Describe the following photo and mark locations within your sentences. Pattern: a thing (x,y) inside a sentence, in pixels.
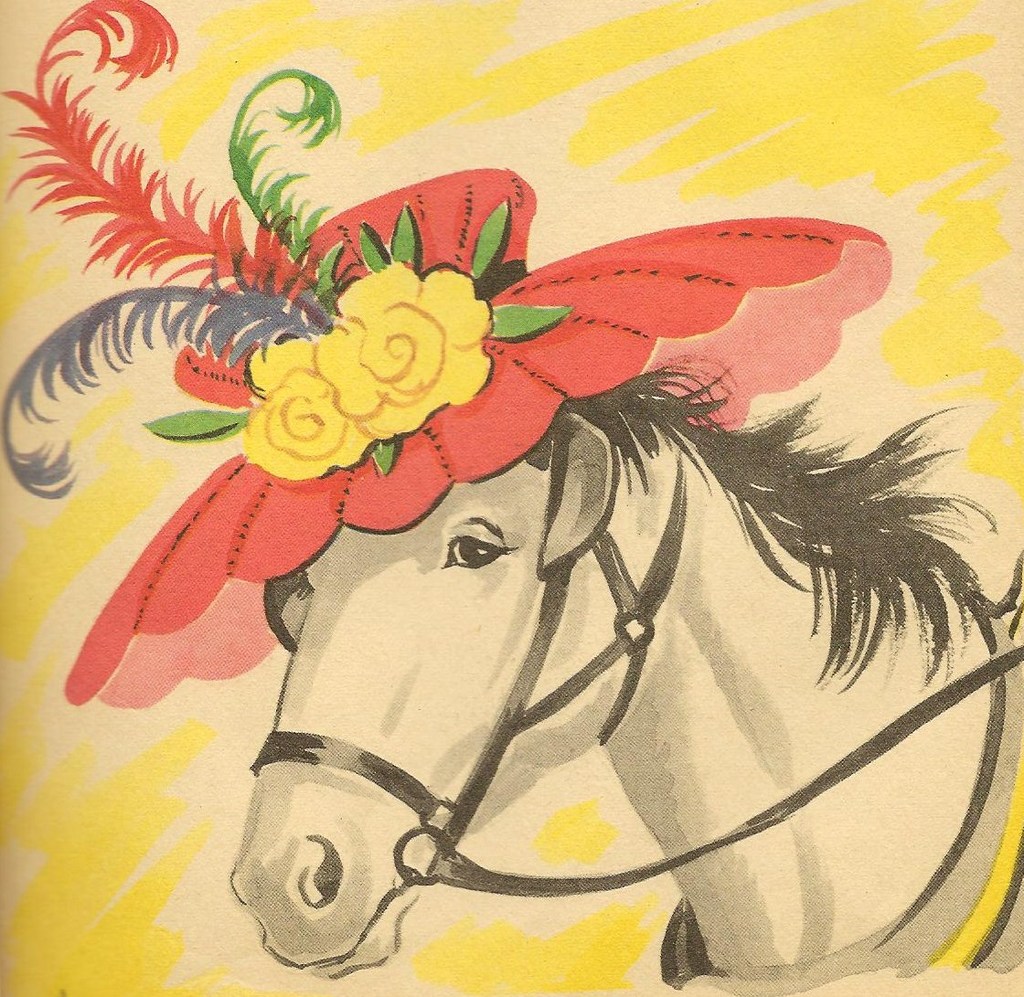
In this picture we can see a painting (787,516), on this painting (786,509) we can see a horse (838,510), flowers (419,412) and leaves (386,439).
